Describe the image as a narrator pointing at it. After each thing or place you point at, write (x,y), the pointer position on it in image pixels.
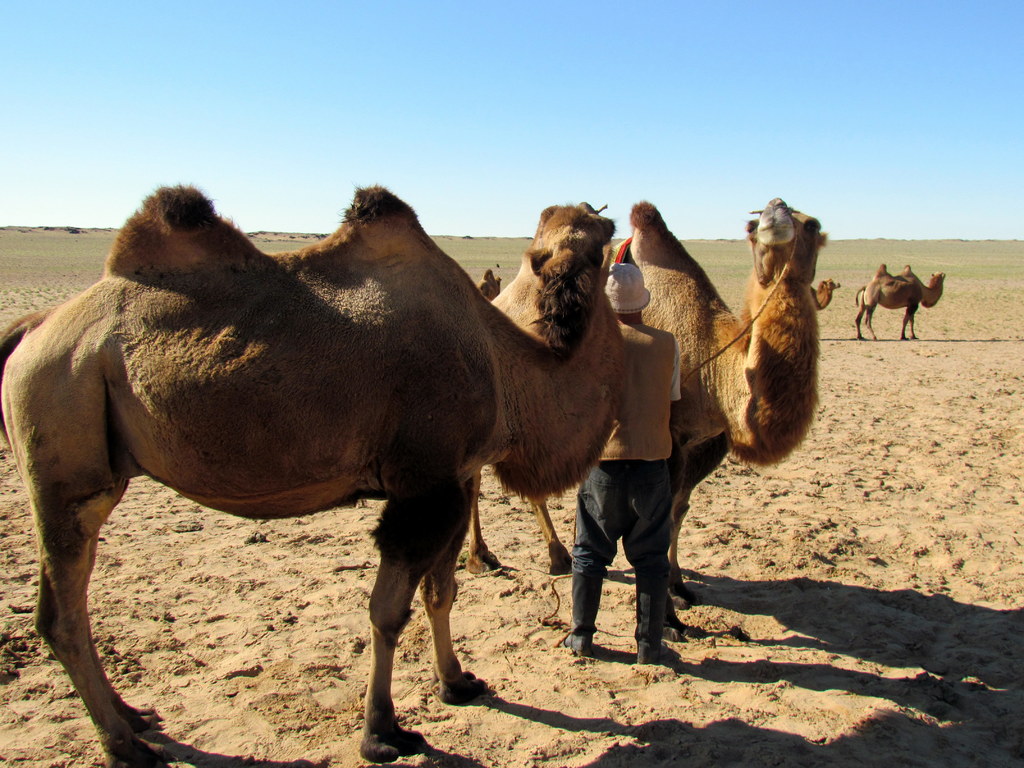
In the image there are group of camels (159,256) in the desert (463,587) and a person (650,331) is standing beside the camels (674,469). The climate is very sunny.
